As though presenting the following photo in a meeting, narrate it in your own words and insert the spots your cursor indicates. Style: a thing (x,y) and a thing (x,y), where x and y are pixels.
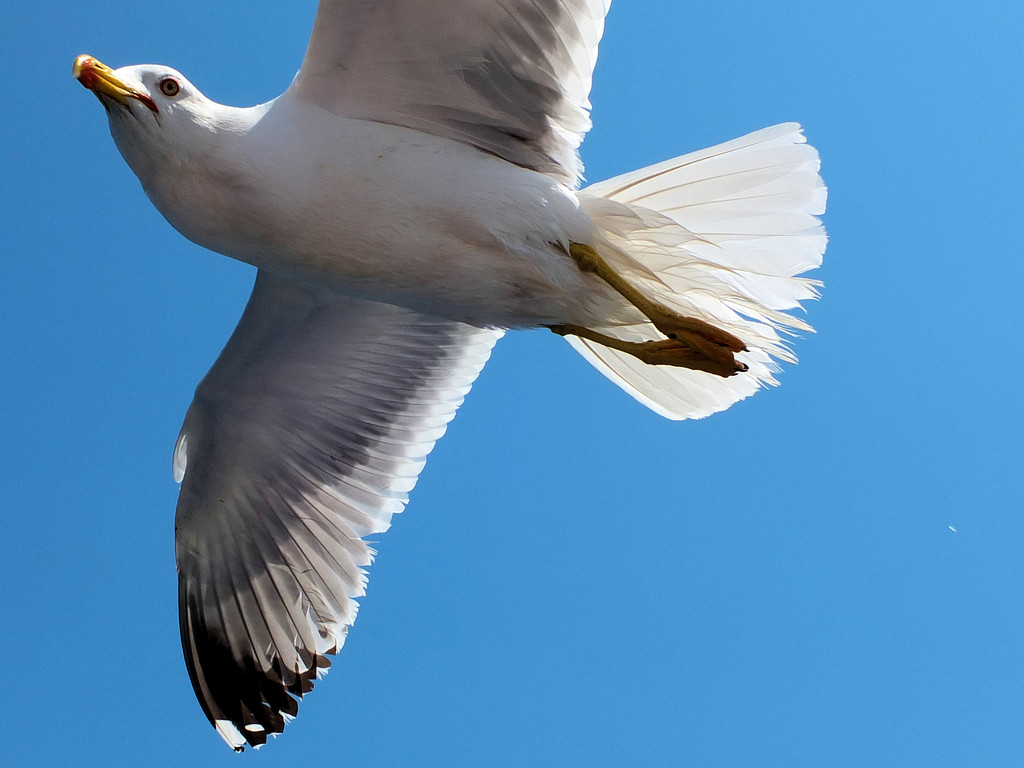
In this image I can see a bird (344,161) which is white, grey, yellow, orange and black in color is flying in the air (562,370). In the background (715,535) I can see the sky (818,513).
